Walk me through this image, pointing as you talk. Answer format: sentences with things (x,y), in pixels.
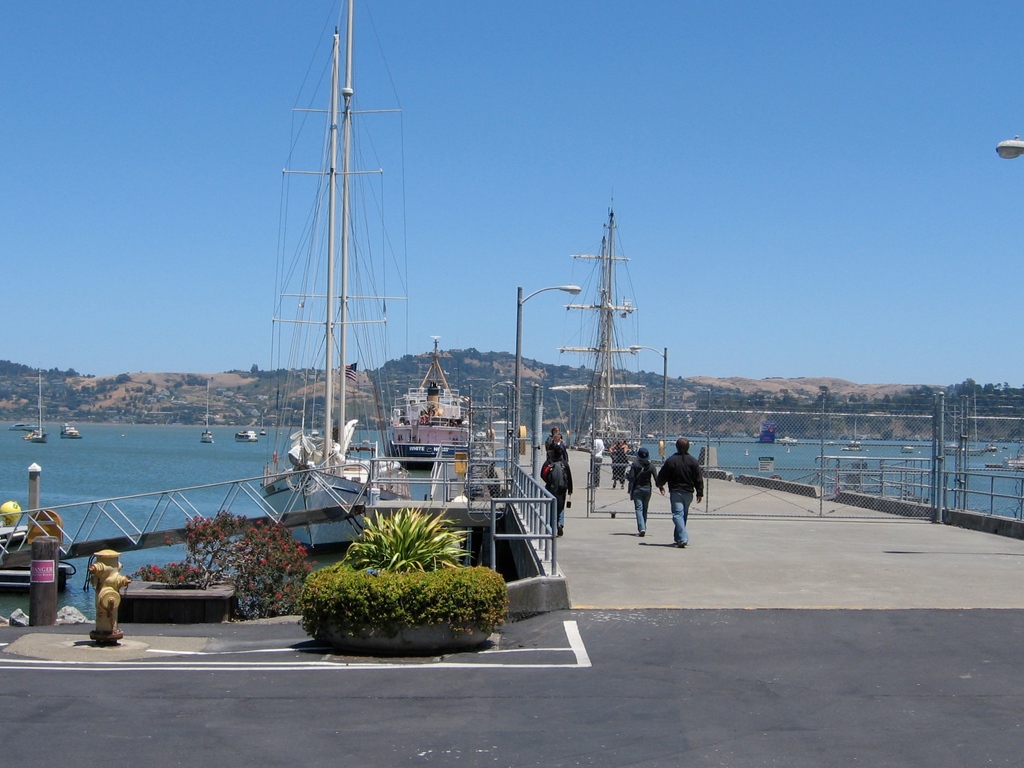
In this picture, it looks like a pier (577,470). On the pier (738,488) there is a gate (663,438), people (550,437), street lights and railings (548,495). On the left (329,417) and right side of the pier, there are boats (323,448) on the water (237,443). Behind the boats (459,434), there are hills (530,392) and the sky (323,208). On the left side of the image (305,561), there are plants (264,565) and a fire hydrant (114,609).
